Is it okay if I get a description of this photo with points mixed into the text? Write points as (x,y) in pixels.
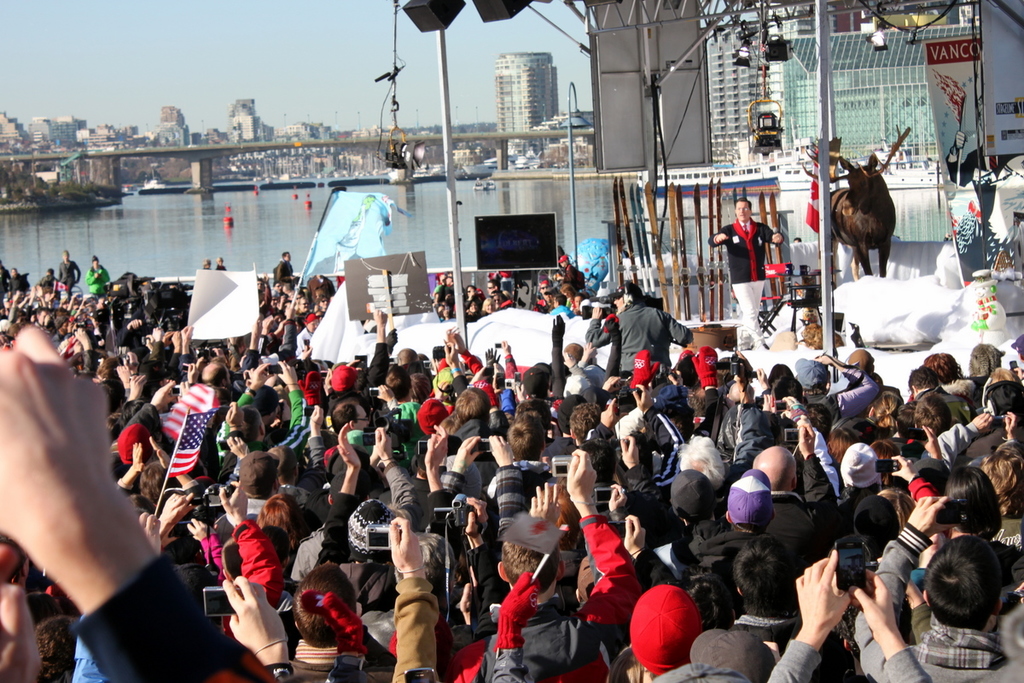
In the image I can see some people (534,393), among them some are holding the phones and around there are some trees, buildings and a bridge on the water (410,219).
